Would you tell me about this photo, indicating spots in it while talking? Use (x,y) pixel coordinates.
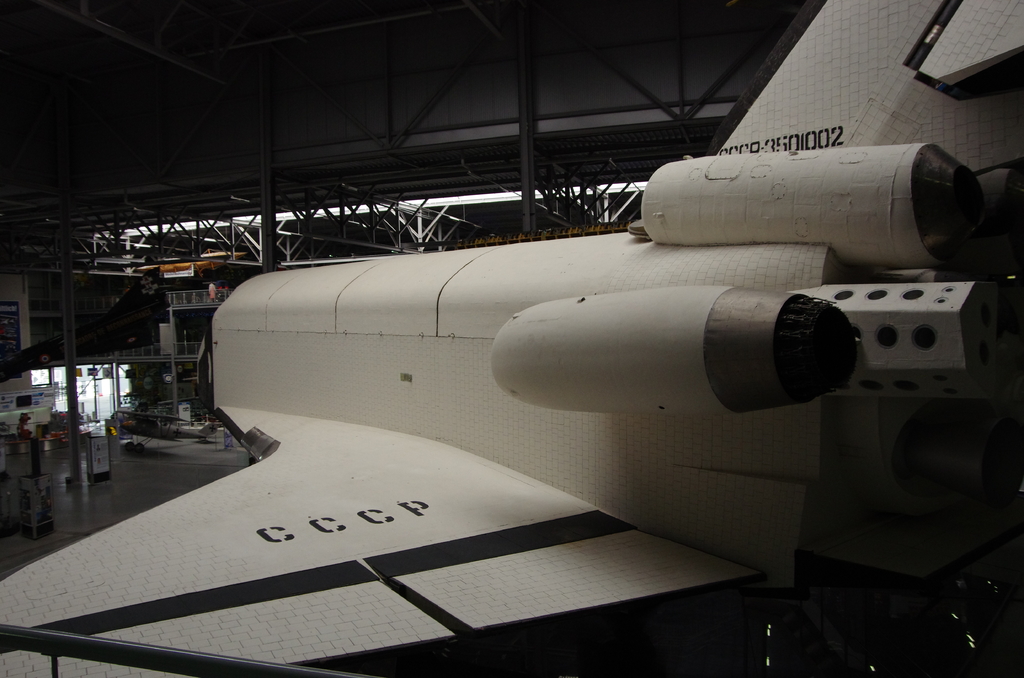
In this picture we observe a white aircraft (325,393) on the floor (201,444) and in the background (124,416) we observe another equipment (139,418) and we observe a metal roof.
